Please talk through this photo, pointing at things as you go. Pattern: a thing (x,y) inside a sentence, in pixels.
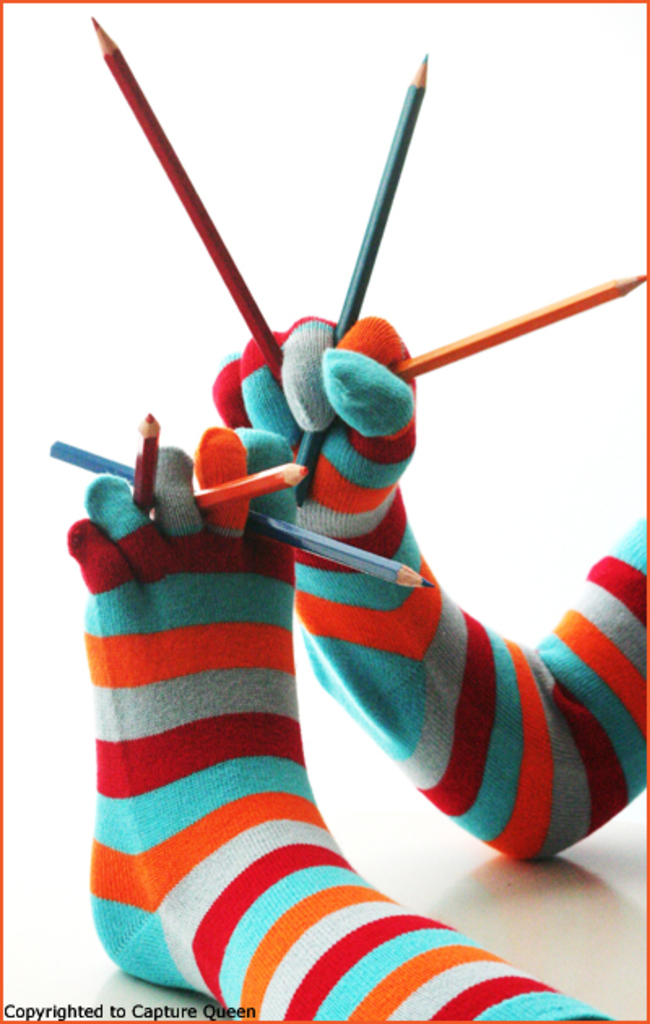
In this image there are two feet (200,685) with socks (340,520) holding pencils (310,472) in their toes (341,382), in the bottom left (20,1012) there is a text (121,1012).
